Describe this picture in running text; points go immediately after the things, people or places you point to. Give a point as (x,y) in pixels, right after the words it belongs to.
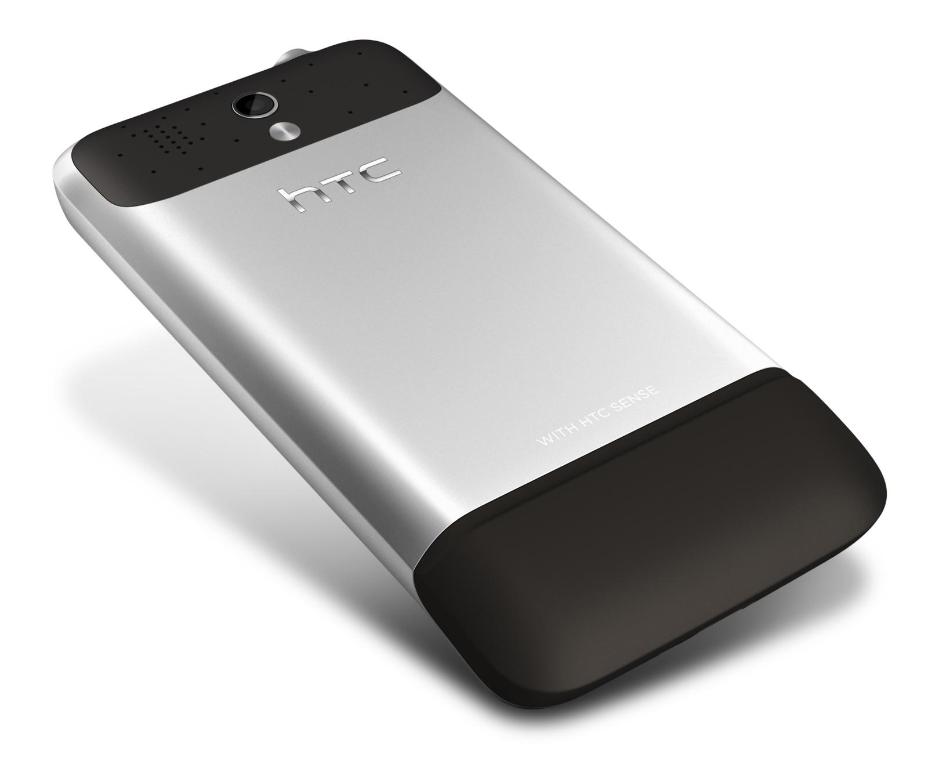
In this picture we can see a htc mobile phone (460,351) here, there is a white color background (756,182).
